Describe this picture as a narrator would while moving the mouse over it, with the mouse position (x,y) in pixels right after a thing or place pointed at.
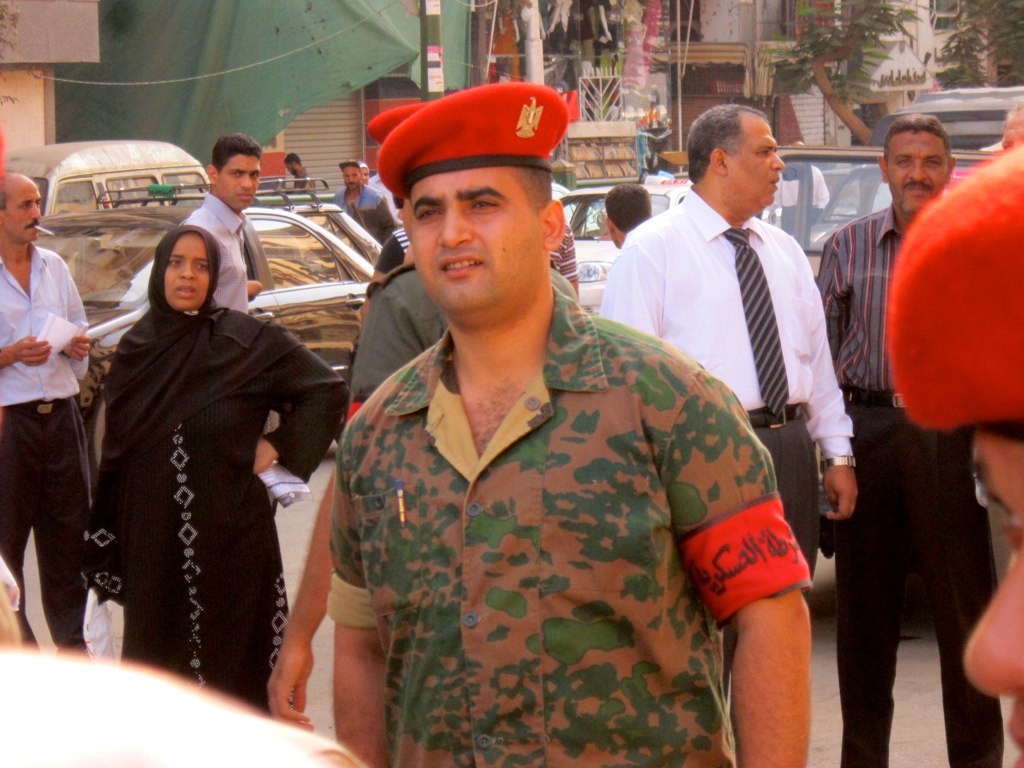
In this image I can see a person (481,452) wearing uniform (506,566) and red hat (466,97) is standing and in the background (302,403) I can see few other persons (390,320) standing, few vehicles (151,228) on the road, few buildings (688,16), few trees (826,59) and the green colored sheet (235,16).
